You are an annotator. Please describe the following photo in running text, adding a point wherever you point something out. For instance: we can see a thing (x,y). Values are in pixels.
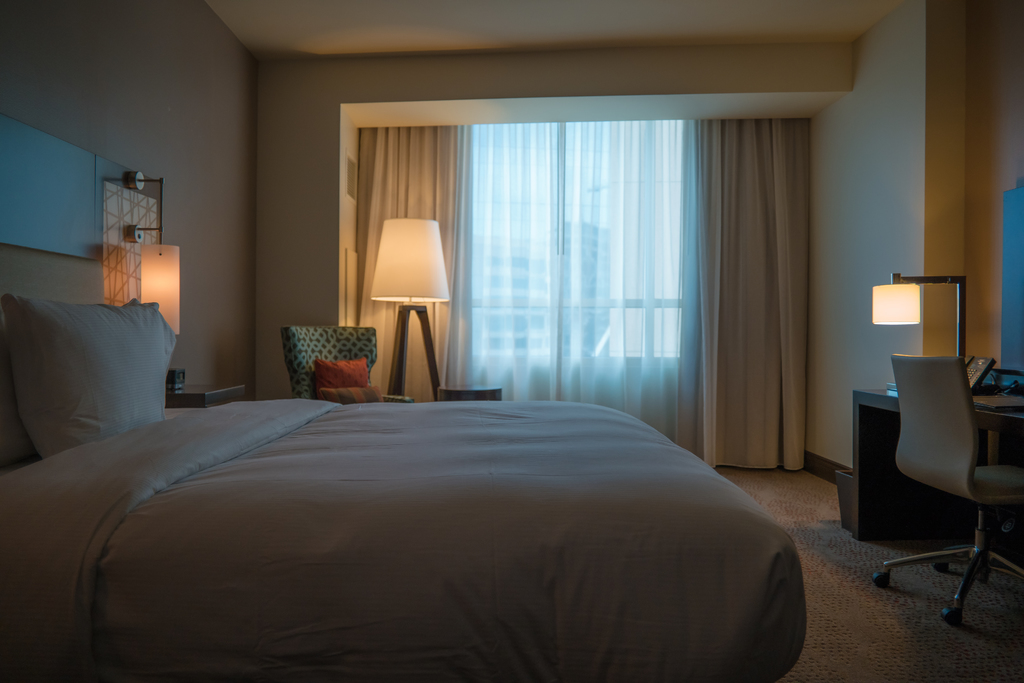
This is an inside picture of the room (407,414), we can see the bed (409,565), pillows (346,393), lamps (897,320), chairs (927,422), curtains (767,287) and a table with some objects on it, also we can see the wall (327,72).
